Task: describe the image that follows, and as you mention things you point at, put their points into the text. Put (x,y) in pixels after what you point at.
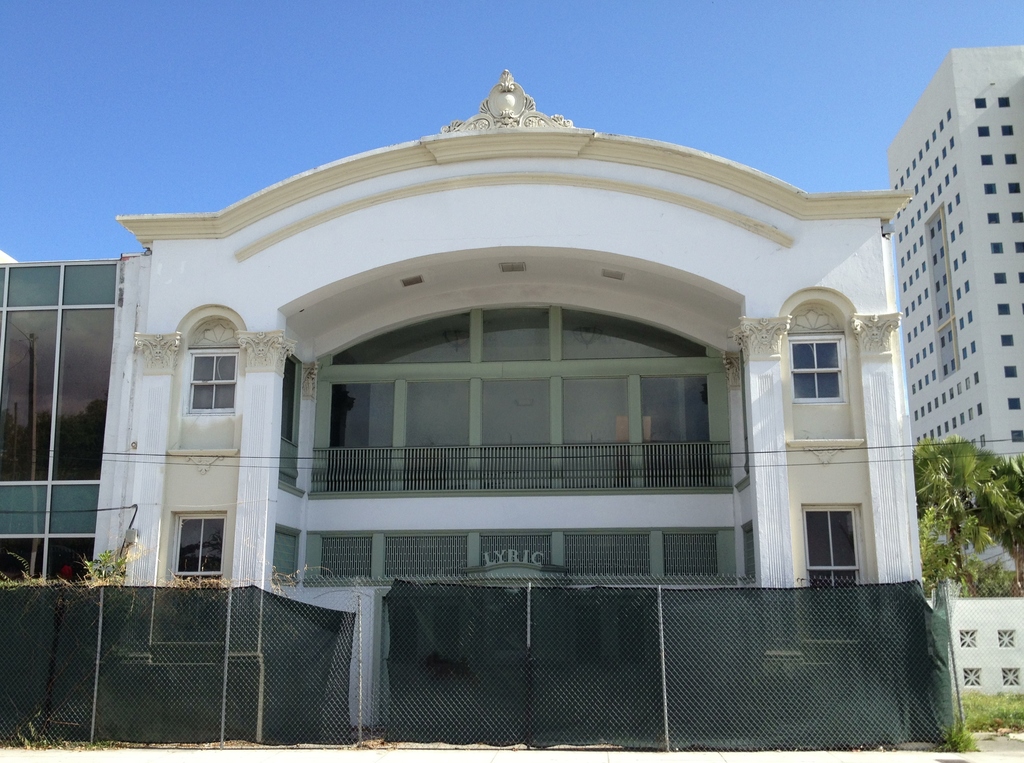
In the foreground of the picture (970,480) there are trees (1023,514), fencing (836,682), plants (969,707), road (992,734) and wall (996,627). In the middle of the picture (491,419) there are buildings (440,281). At the top (348,57) it is sky (420,73).
